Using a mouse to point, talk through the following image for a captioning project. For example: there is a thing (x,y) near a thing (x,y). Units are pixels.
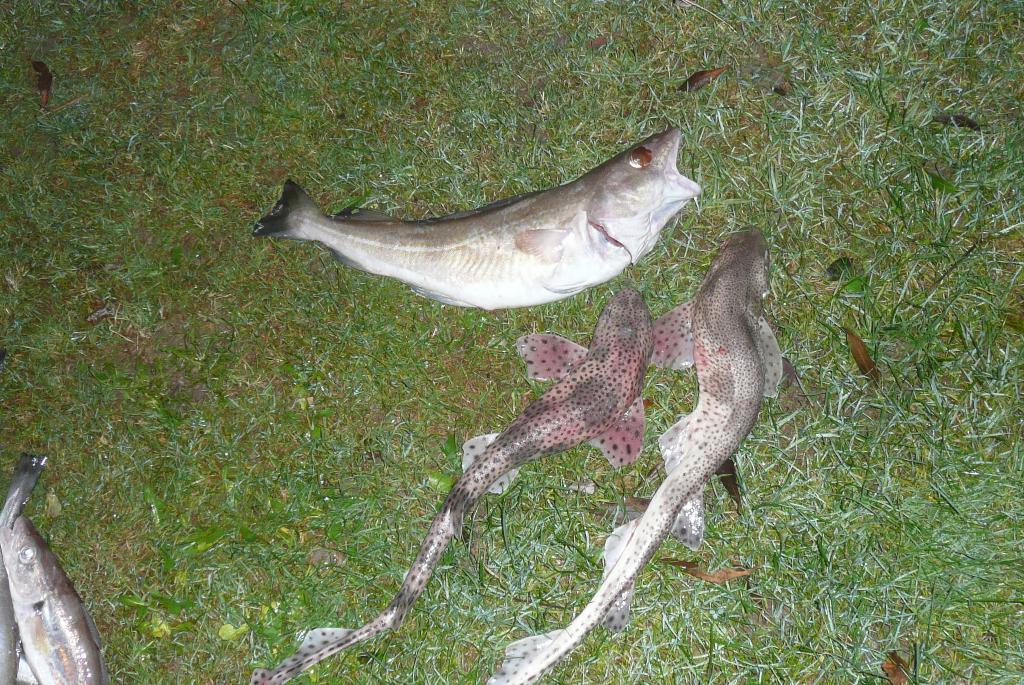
This image is taken outdoors. At the bottom of the image (827,591) there is a ground (872,546) with grass (277,354) on it. In the middle of the image (520,238) there are three fishes (566,377) on the ground (529,382). On the left side of the image (43,617) there are a few fishes (28,617) on the ground (50,502).
